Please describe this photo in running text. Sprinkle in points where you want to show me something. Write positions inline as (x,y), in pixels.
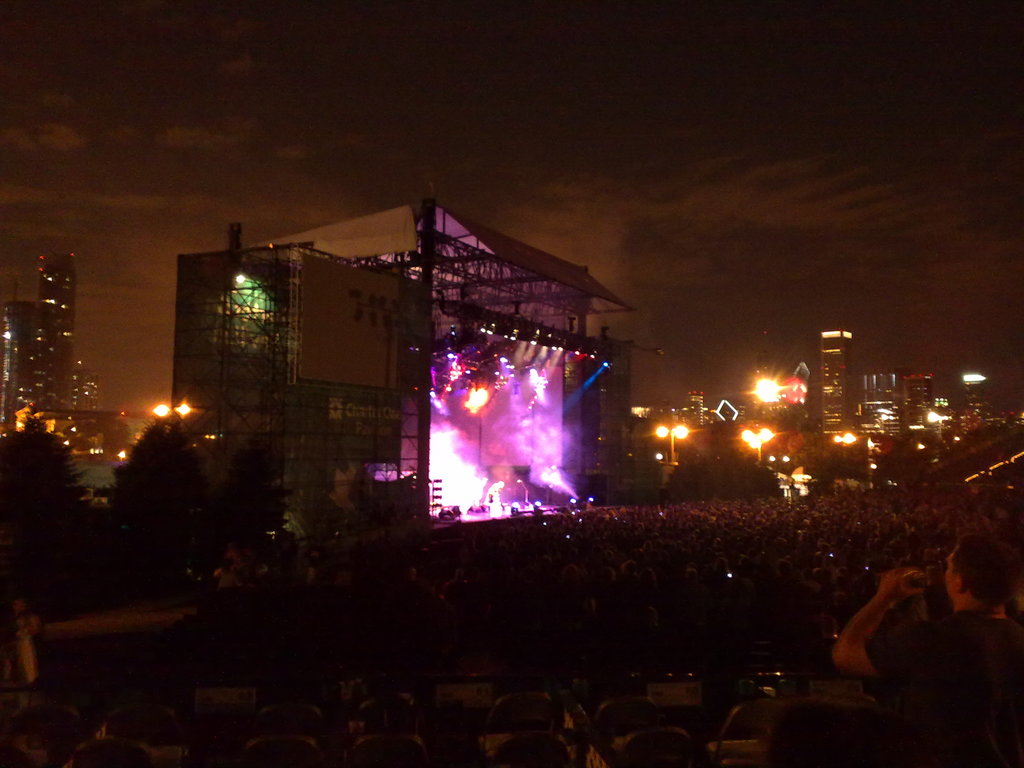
I can see groups of people (756,553) standing. This looks like a stage performance. These are the show lights (450,477). I can see the buildings (798,389). These are the trees (138,492). At the bottom of the image (379,711), I can see the empty chairs (760,736).
